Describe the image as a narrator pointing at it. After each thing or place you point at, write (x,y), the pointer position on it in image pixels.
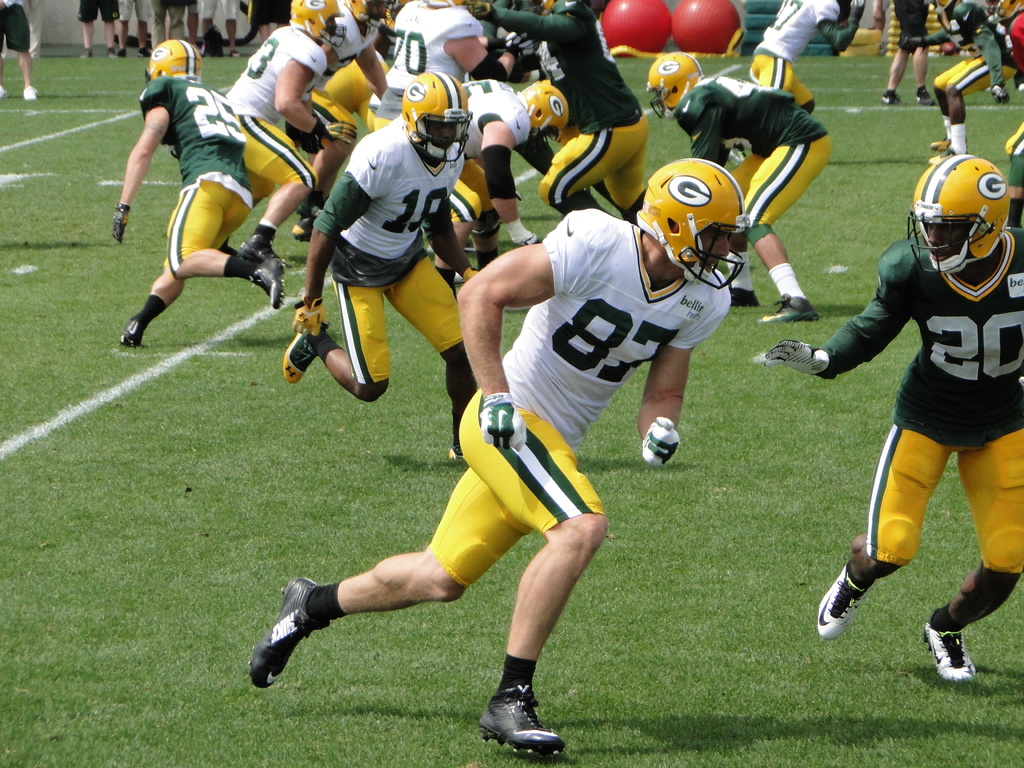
In this image we can see people (443,291) playing a game. At the bottom (387,682) there is grass (661,679). In the background (122,53) there are people (169,25) standing.
